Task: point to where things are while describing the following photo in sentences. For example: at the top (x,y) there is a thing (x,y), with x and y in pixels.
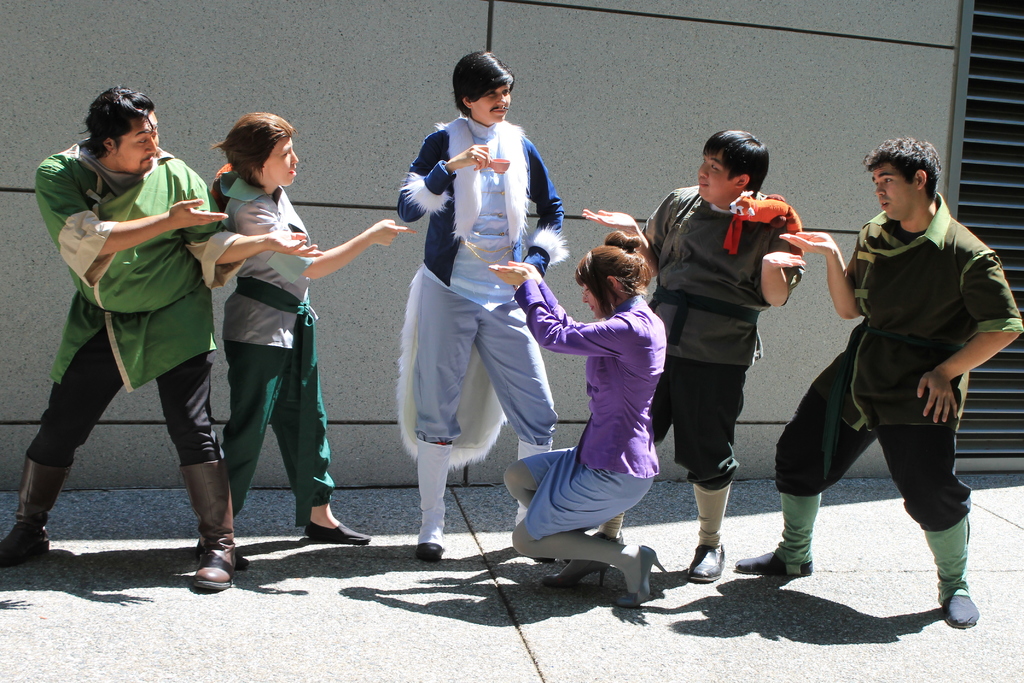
In this picture there are people (513,273) in the center of the image (507,256).
